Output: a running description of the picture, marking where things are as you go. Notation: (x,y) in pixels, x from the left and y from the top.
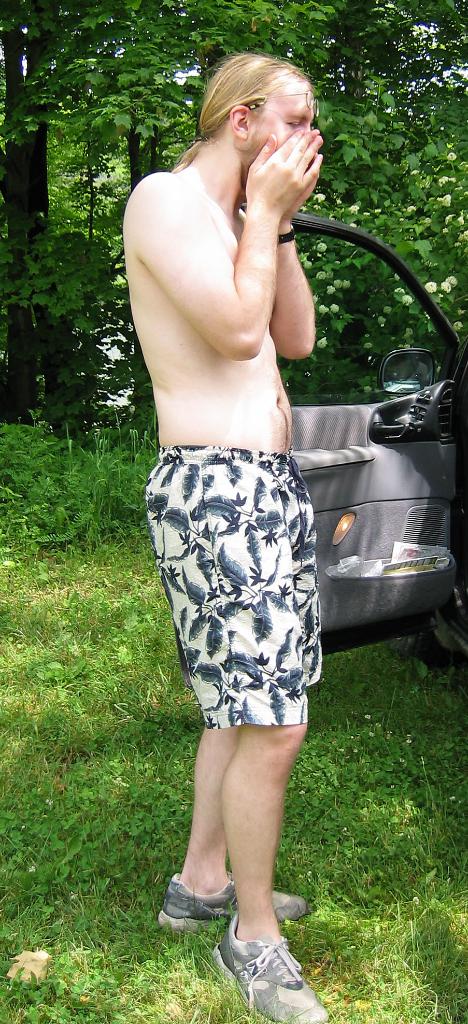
This image is taken outdoors. At the bottom of the image (71,862) there is a ground (77,736) with grass (73,783) and a few plants (24,526) with green leaves (46,433) on it. In the background (94,318) there are a few trees (106,195) with stems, green leaves (408,214), branches (45,104) and a few flowers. In the middle of the image (214,569) a man (254,716) is standing on the ground (192,780). On the right side of the image (340,558) a car (387,612) is parked on the ground (341,673).
